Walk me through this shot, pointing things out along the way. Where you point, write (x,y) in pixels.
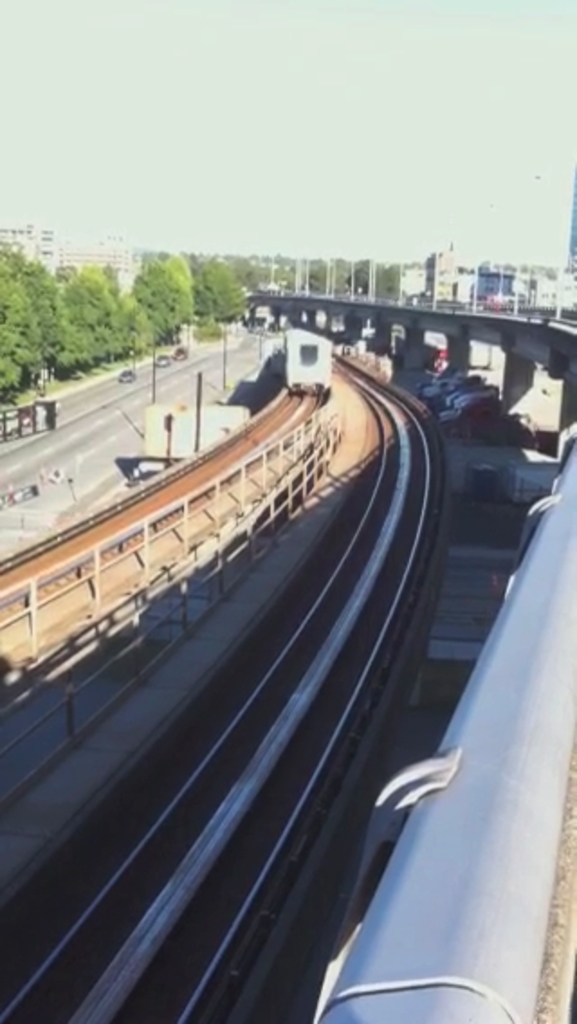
In the picture I can see vehicles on roads (162,400), fence (131,596), trees (368,290), street lights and a train (299,382) on a railway track (289,394). In the background (339,234) I can see buildings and the sky (322,125).
